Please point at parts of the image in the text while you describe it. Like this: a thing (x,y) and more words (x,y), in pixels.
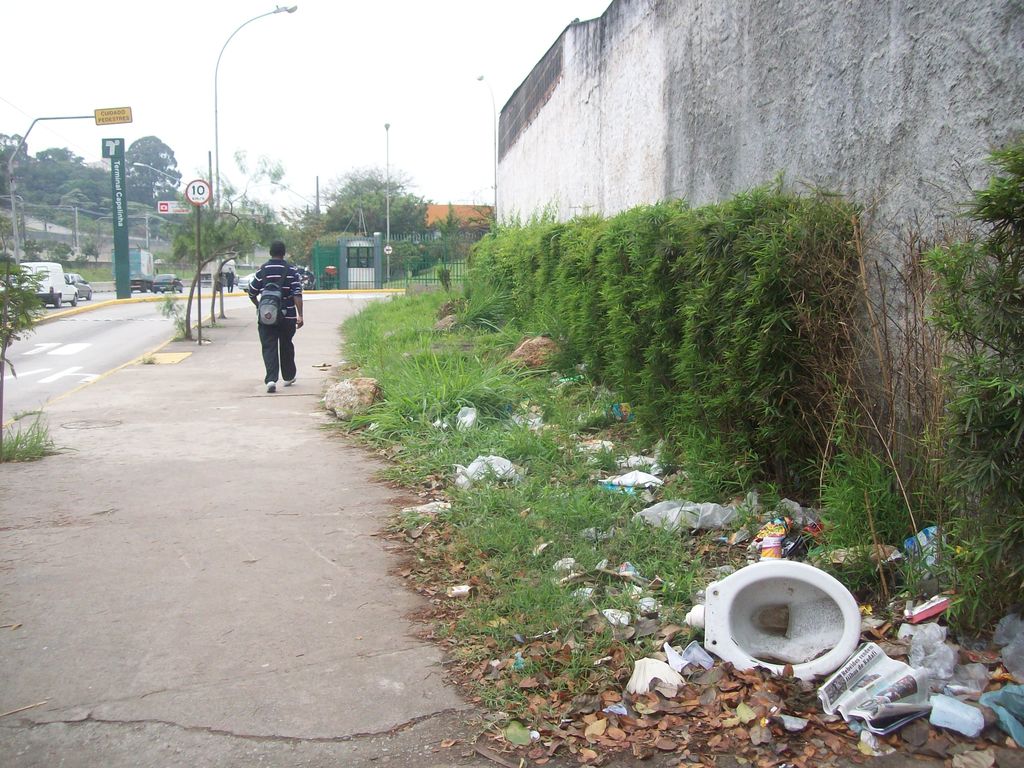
In this picture I can observe a man (277,310) walking in this path (208,484). On the right side (711,364) I can observe some plants (578,386) and garbage (801,602) on the ground (635,552). In the background (358,192) there are trees (413,202) and sky (322,50).
